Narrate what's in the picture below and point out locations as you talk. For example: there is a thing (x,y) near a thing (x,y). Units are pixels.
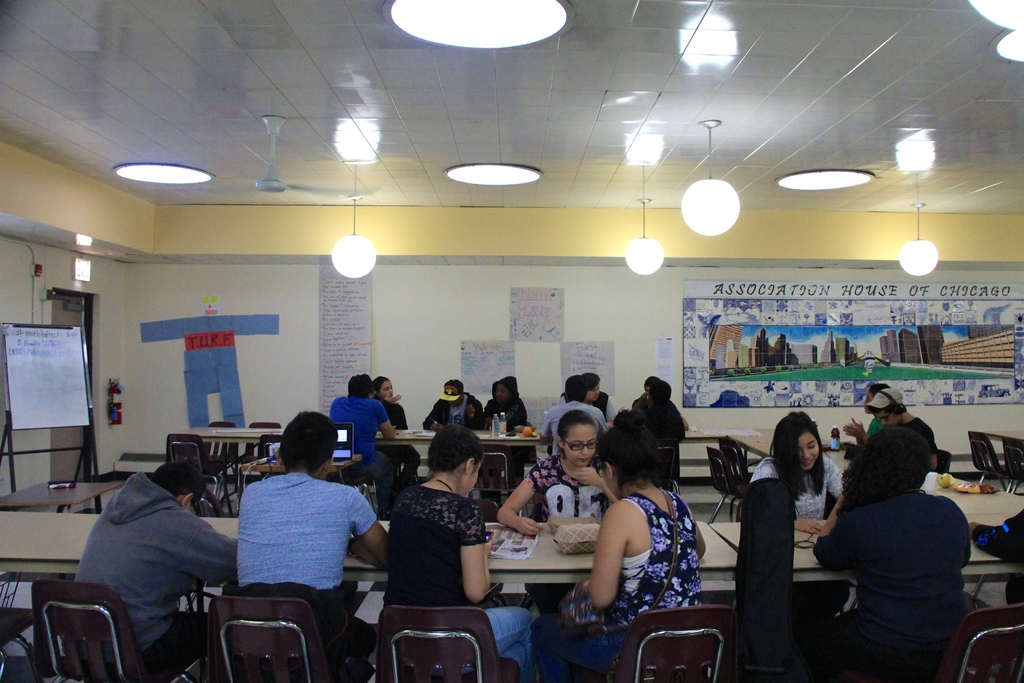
In this image we can see people (142,588) are sitting on the chairs (459,666). Here we can see tables (976,562), boards (55,366), posters (721,361), fire extinguisher (119,409), wall (135,398), door (78,299), lights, ceiling (574,205), and other objects (753,516).
